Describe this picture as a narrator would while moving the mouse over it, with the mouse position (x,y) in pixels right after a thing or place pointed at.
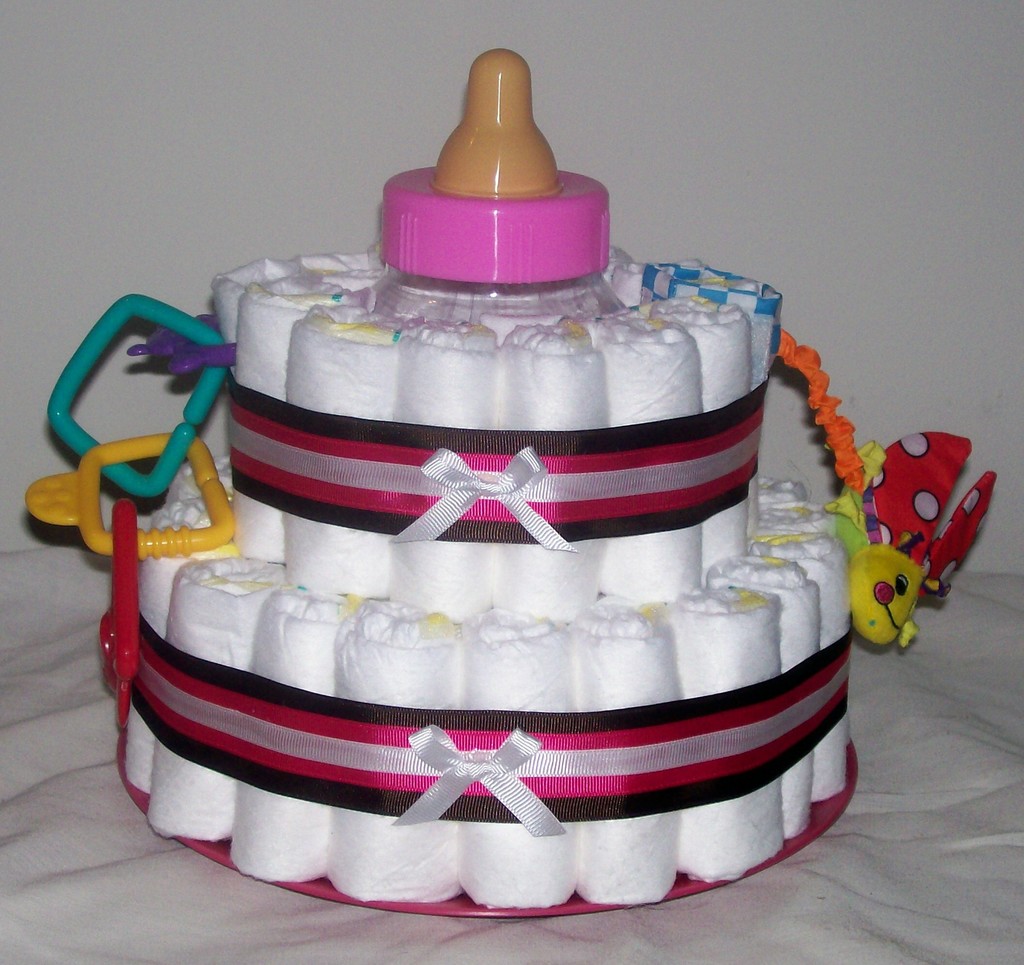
In this image there is a cake (449,477) which is on the surface (818,890) which is white in colour.
